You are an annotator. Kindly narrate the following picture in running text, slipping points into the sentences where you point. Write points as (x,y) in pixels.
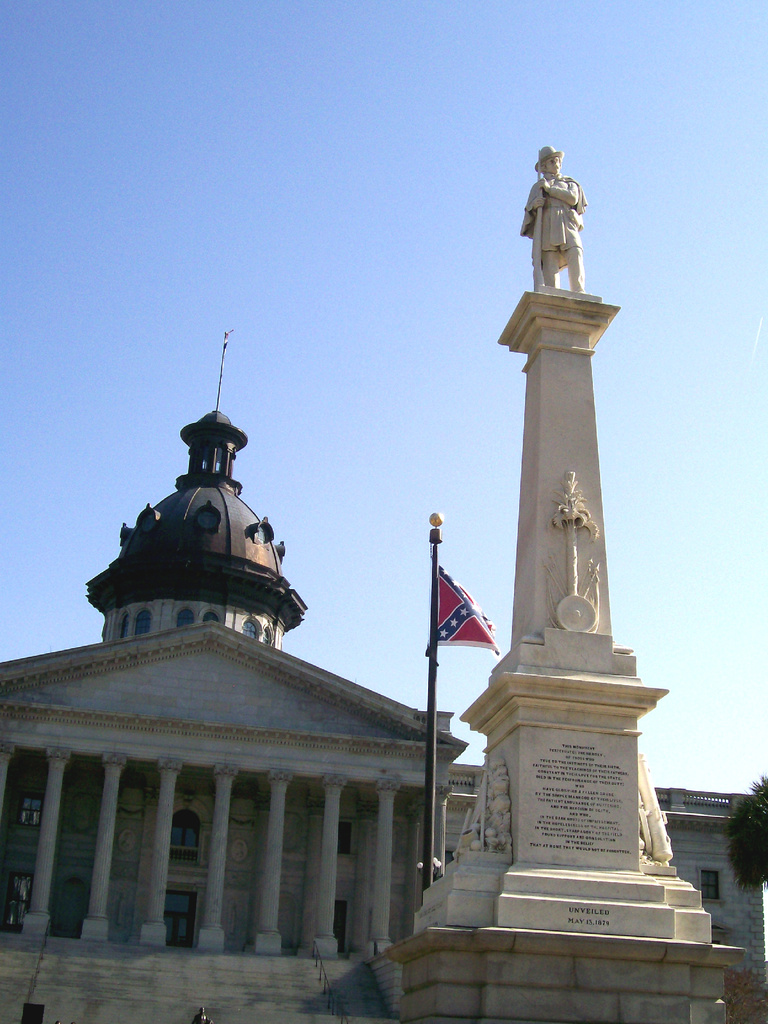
In this image in the center (308,667) there is one building (137,673), and in the foreground (539,589) there is one monument (564,517), statue (550,216), pole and flag (447,577). And at the bottom (235,968) there are some stairs (228,968), on the top of the image (222,323) there is sky (425,488), and on the right side (736,831) there is one tree (730,849).
